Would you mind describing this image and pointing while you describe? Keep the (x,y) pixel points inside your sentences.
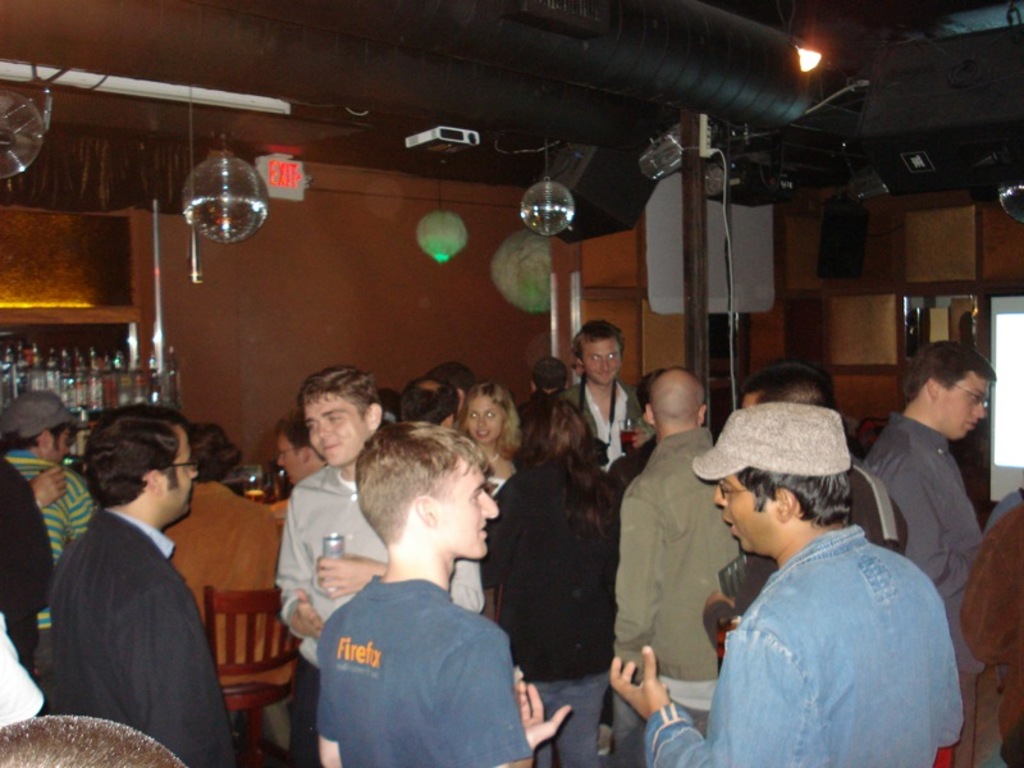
In this image I can see number of people (902,437) where few are sitting on chairs (261,595) and rest all are standing. I can also see he is holding a can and in the background (598,393) I can see he is holding a glass (623,444). I can also see few lights (572,205), few boards (265,170), a projector (410,145), a projector's screen (1004,319) and on these boards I can see something is written. I can also see number of bottles (126,393) over there.
